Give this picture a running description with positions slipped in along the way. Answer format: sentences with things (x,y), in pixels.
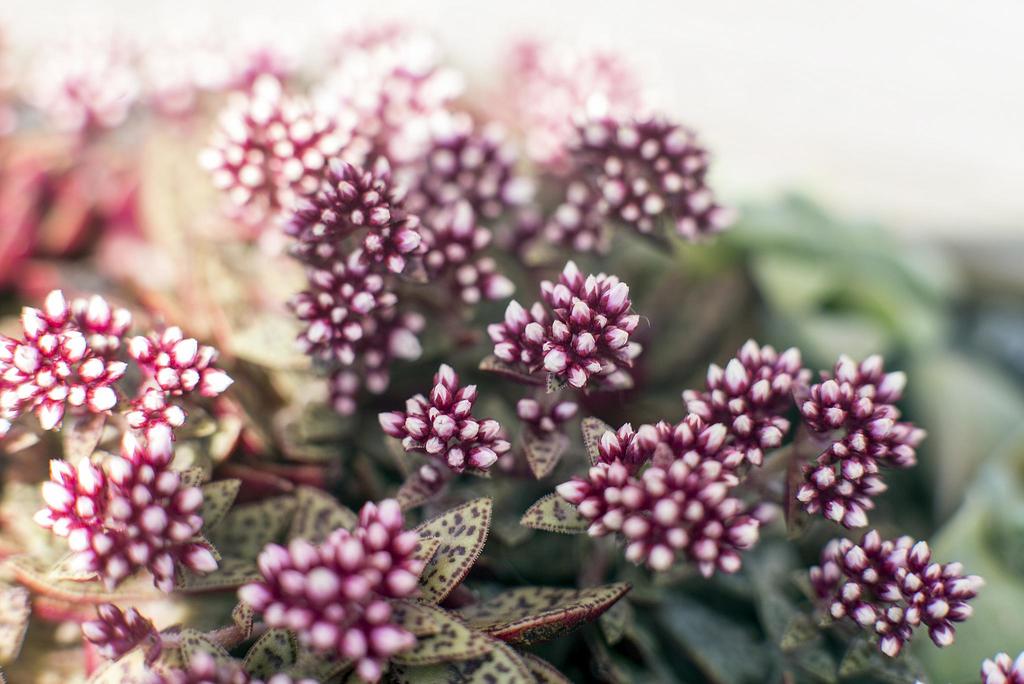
In this picture we can see plants (470,299) with flowers (812,469) and in the background (723,129) it is blurry.
